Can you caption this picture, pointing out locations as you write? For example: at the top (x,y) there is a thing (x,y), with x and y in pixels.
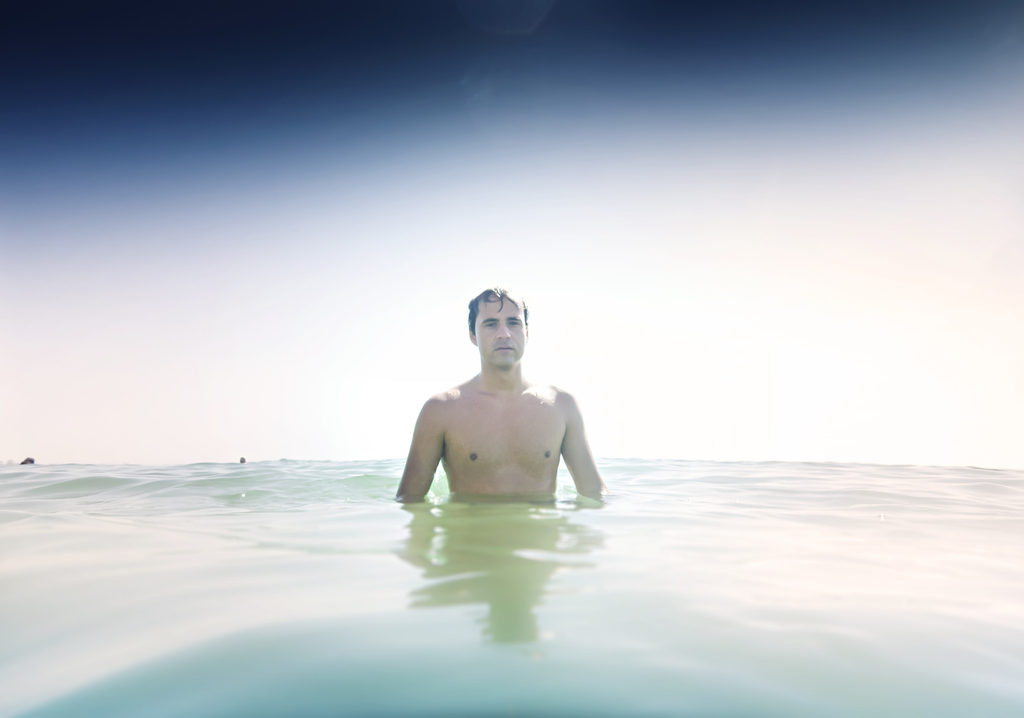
There is a man (483,367) in the water (402,538). In the background (42,455) on the left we can see two objects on the water (106,466) and this is a sky (541,253).
